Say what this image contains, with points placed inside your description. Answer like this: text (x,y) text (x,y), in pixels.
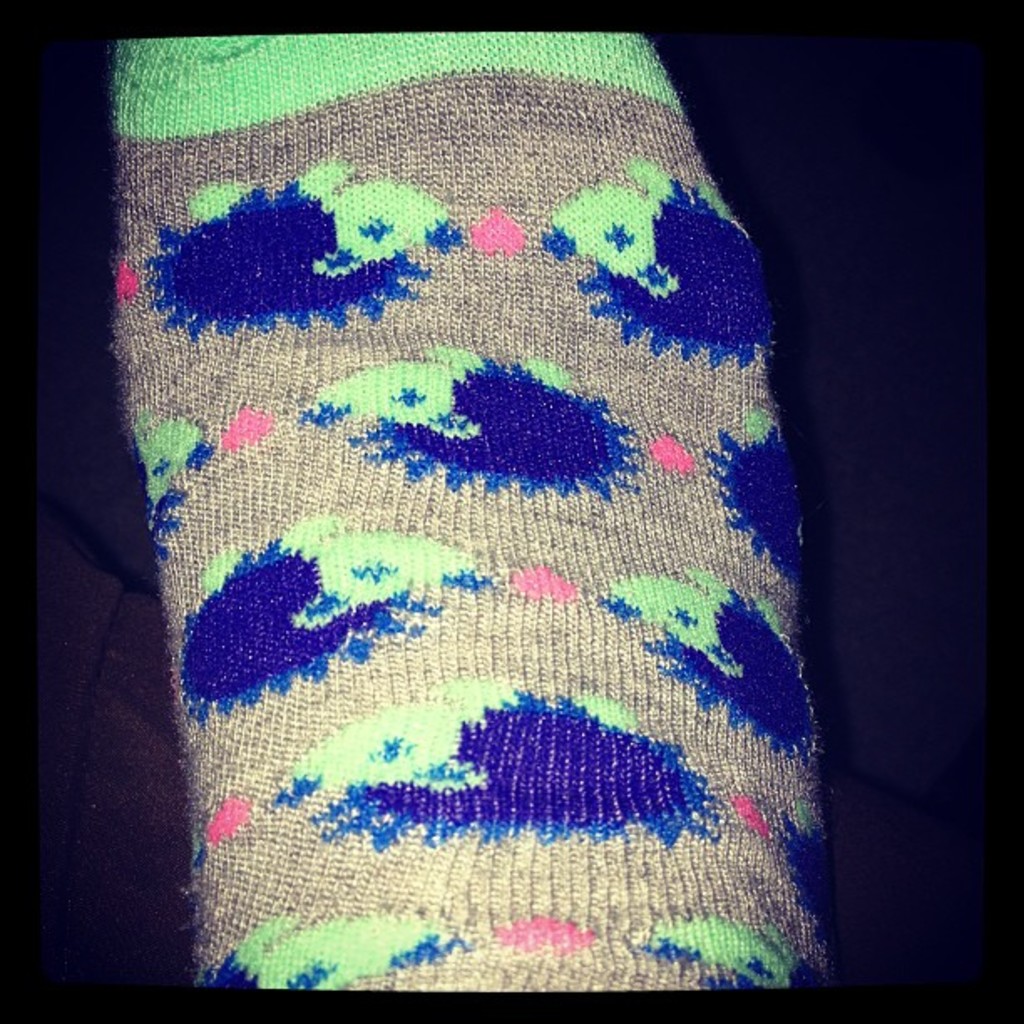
In the image we can see there is a woollen cloth (606,708).
